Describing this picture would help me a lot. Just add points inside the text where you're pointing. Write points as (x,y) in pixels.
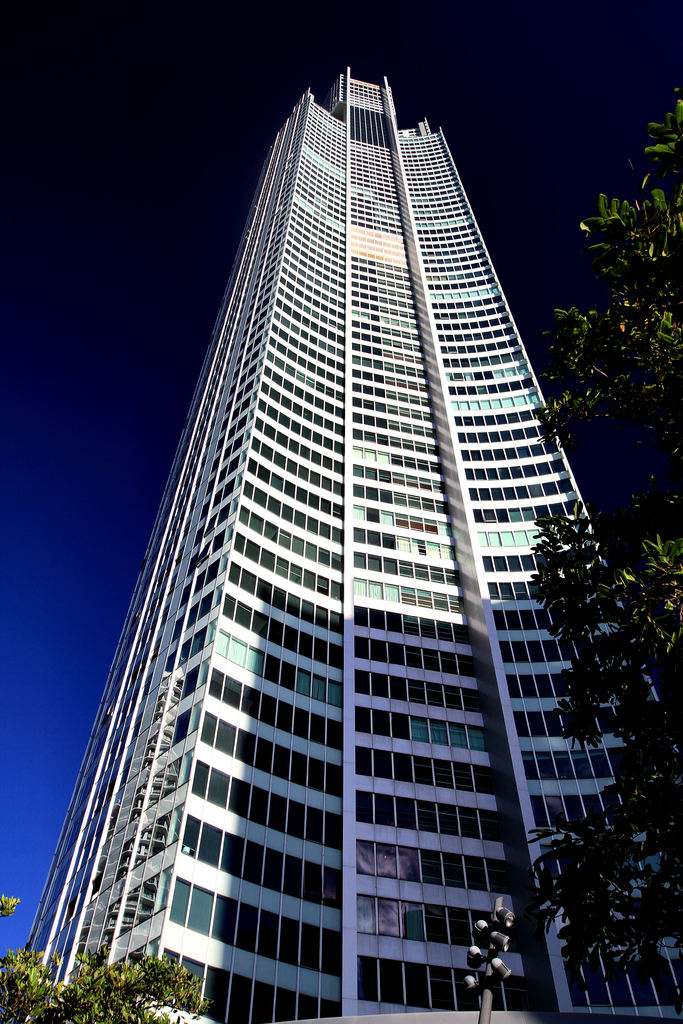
On the right (636,415) there is a tree (636,272). On the left (120,1002) there is a tree (190,983). In the center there is a pole (507,913). In the middle of the picture (265,388) we can see a skyscraper (449,288). In the background (105,199) it is sky (284,7).
